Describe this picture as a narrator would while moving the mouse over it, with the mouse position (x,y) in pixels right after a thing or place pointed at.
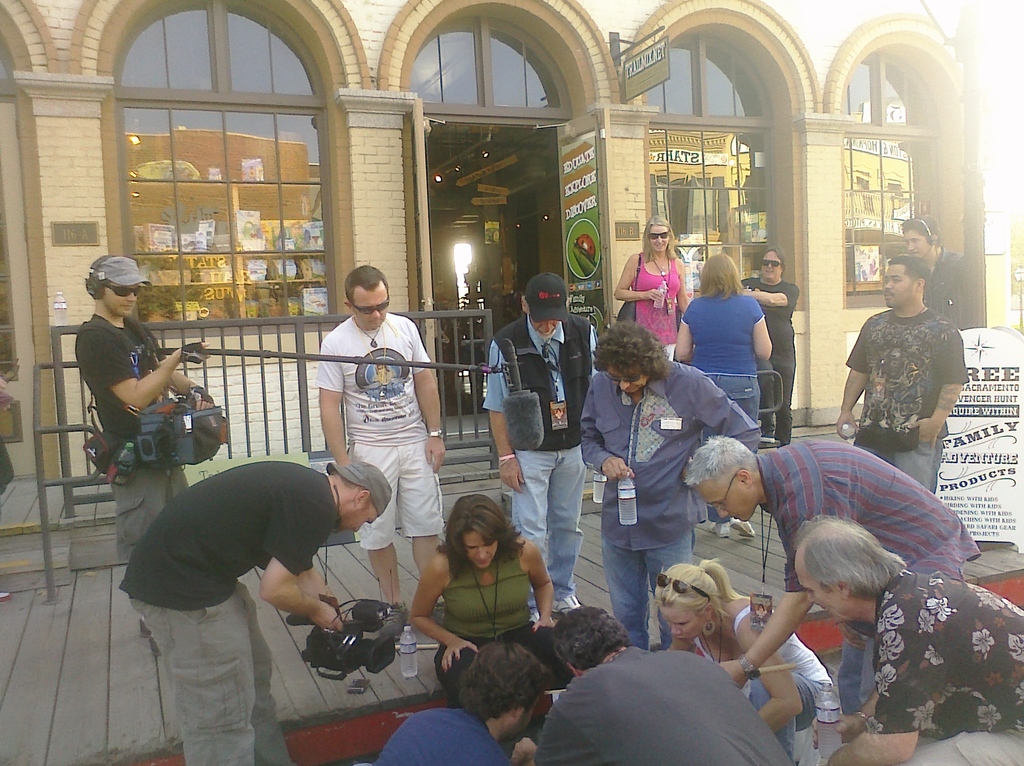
At the bottom of the image (429,582) we can see some people (661,616) are sitting on their knees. In the center of the image (564,343) we can see some people (511,455) are standing on the stage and some of them are wearing caps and holding bottles (630,499) and cameras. In the background of the image (954,198) we can see a building (429,201), windows (314,131), glasses (739,227), boards (630,77), light (466,272), railing (53,433), stage (50,651).
